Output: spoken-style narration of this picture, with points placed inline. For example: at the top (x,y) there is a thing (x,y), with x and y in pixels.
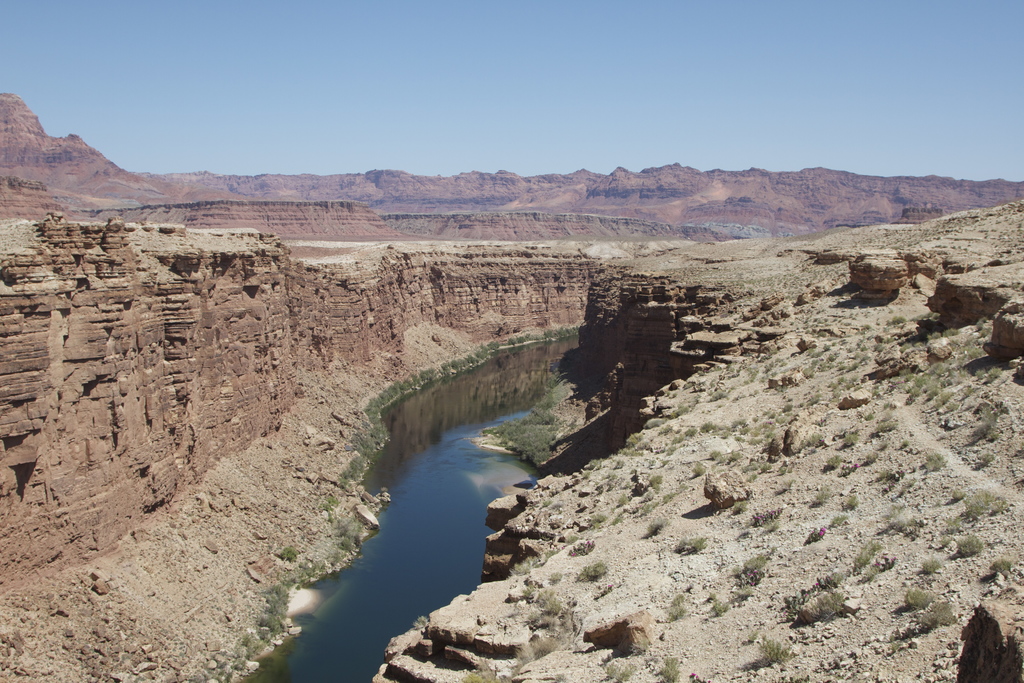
In this image I can see the ground (698,430), some grass (713,400) on the ground (778,419), few rocks (665,394) and the water (397,521). In the background (358,207) I can see a mountain (199,178) and the sky (362,88).
